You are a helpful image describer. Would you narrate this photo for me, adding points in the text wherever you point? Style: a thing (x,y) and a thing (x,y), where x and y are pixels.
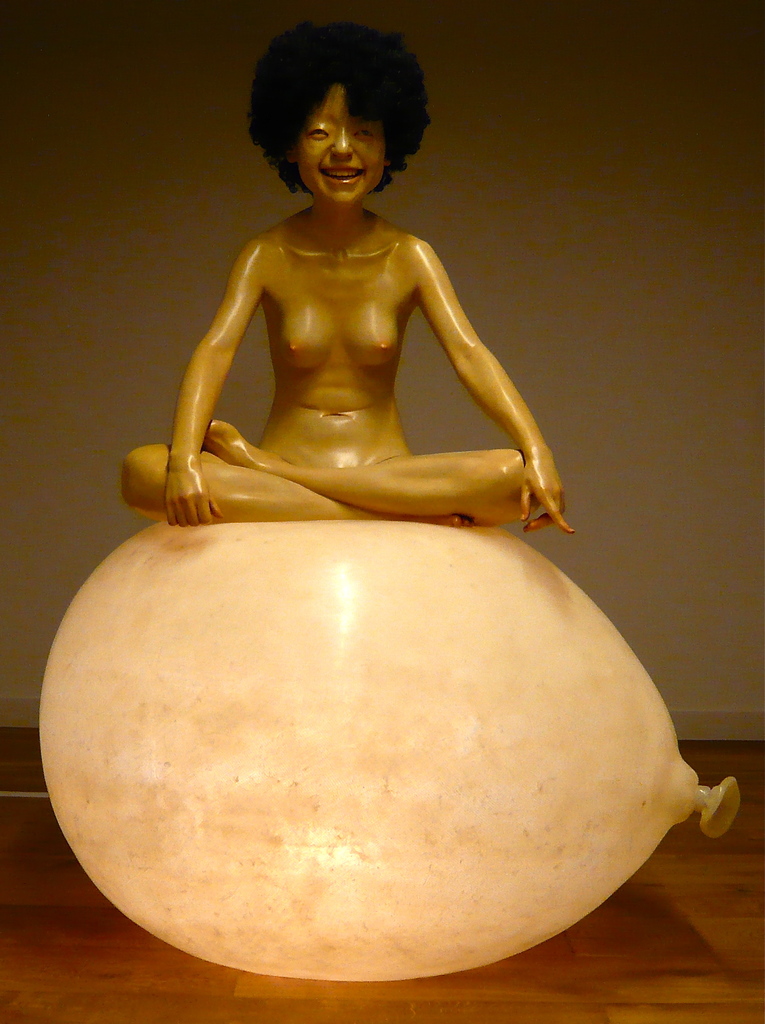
In this image in the middle (346,471), there is a toy (354,435) on the balloon (413,813). At the bottom (614,980) there is floor (566,978). In the background (593,410) there is wall (113,258).
